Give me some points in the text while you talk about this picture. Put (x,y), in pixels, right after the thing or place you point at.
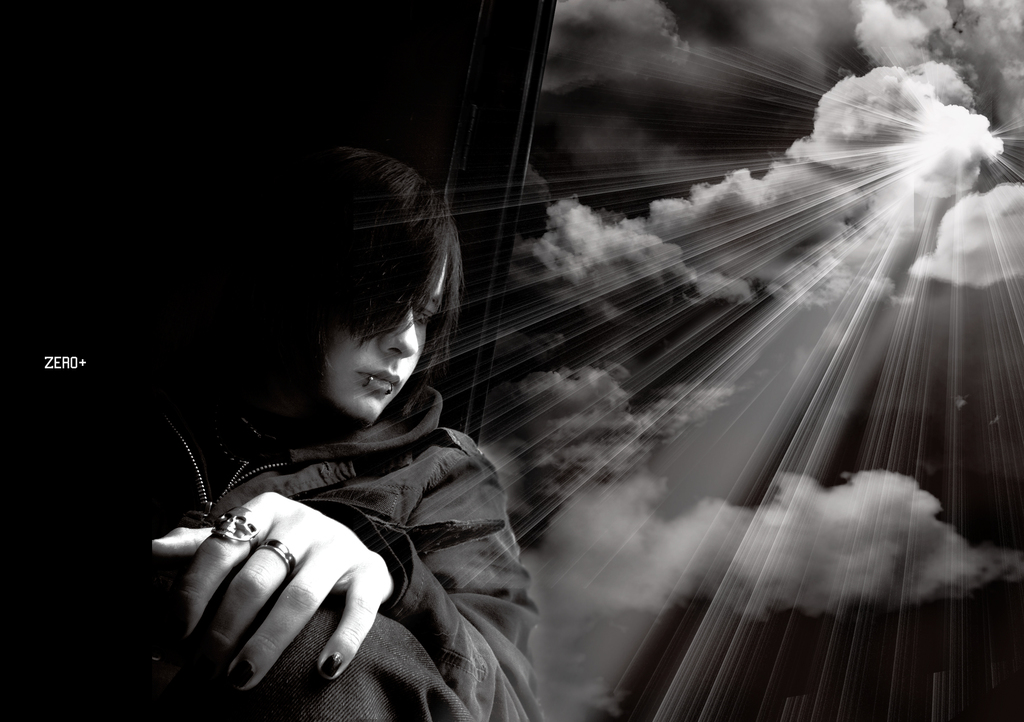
This is the picture of a person (347,509) in black dress (484,559) and also we can see some clouds (829,111) to the sky (711,388).
